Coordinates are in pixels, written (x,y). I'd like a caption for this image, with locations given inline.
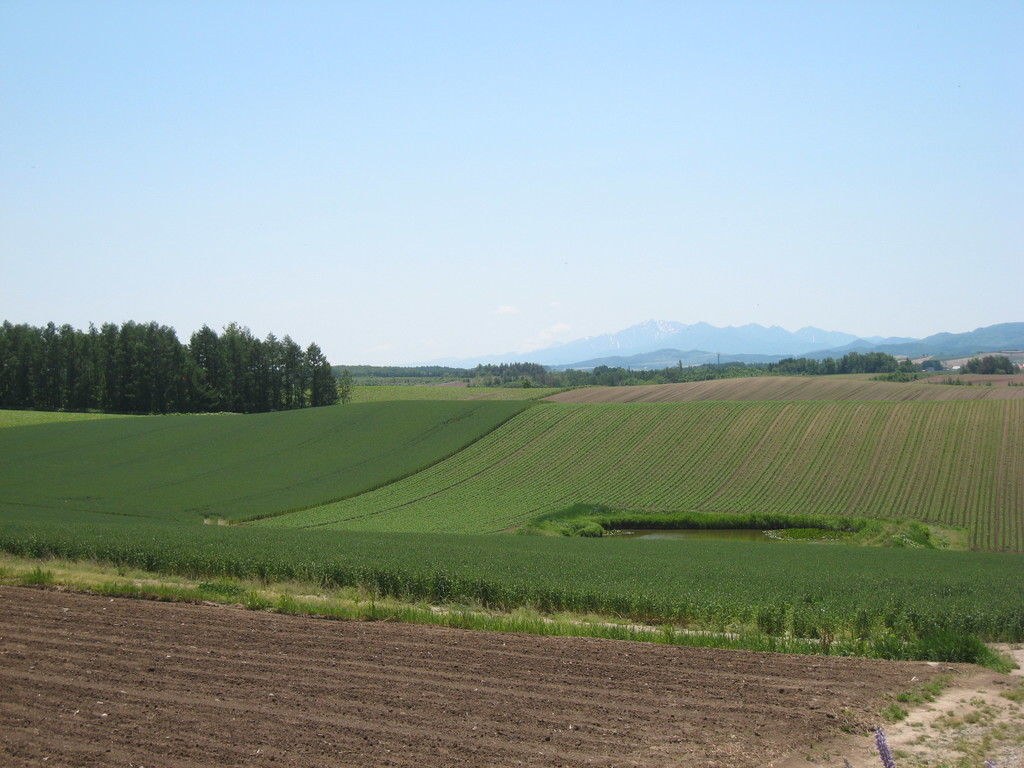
In this image we can see a group of plants (716,471), water (713,539) and a group of trees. On the backside (646,236) we can see the hills (653,359) and the sky (736,270) which looks clear.
